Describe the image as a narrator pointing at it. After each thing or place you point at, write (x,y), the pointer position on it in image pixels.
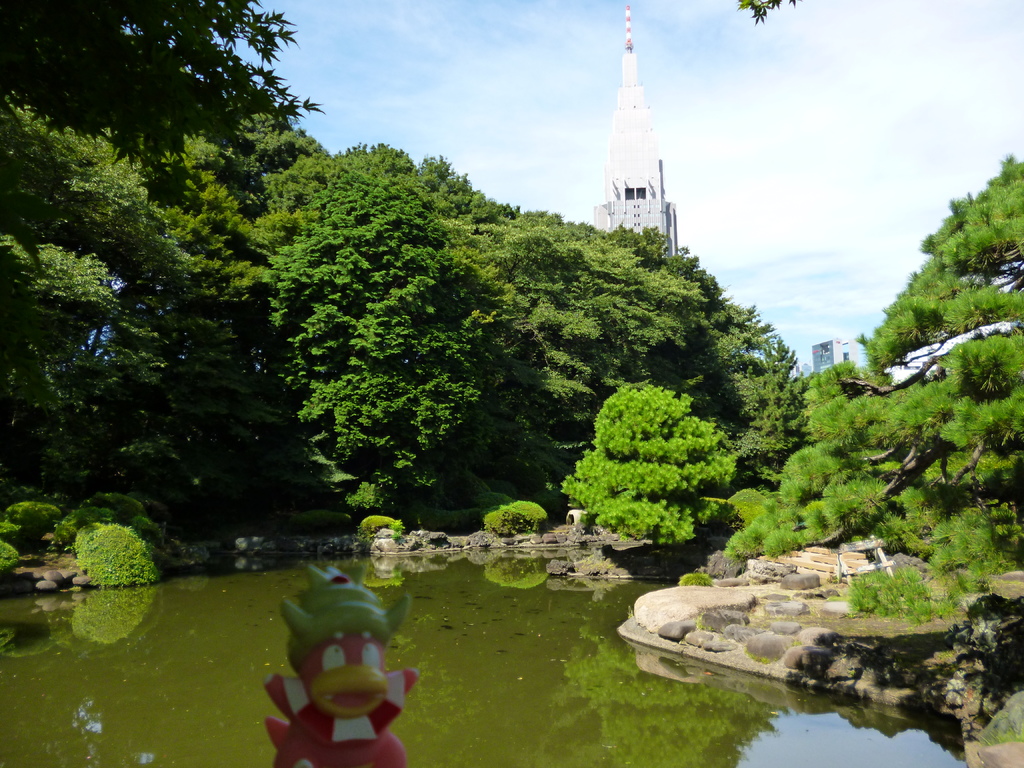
In this picture there is water (485,563) and rocks (563,537) at the bottom side of the image (609,542) and there are trees (586,424) in the center of the image (563,266) and there is a tower (628,8) in the background area of the image (642,225).
